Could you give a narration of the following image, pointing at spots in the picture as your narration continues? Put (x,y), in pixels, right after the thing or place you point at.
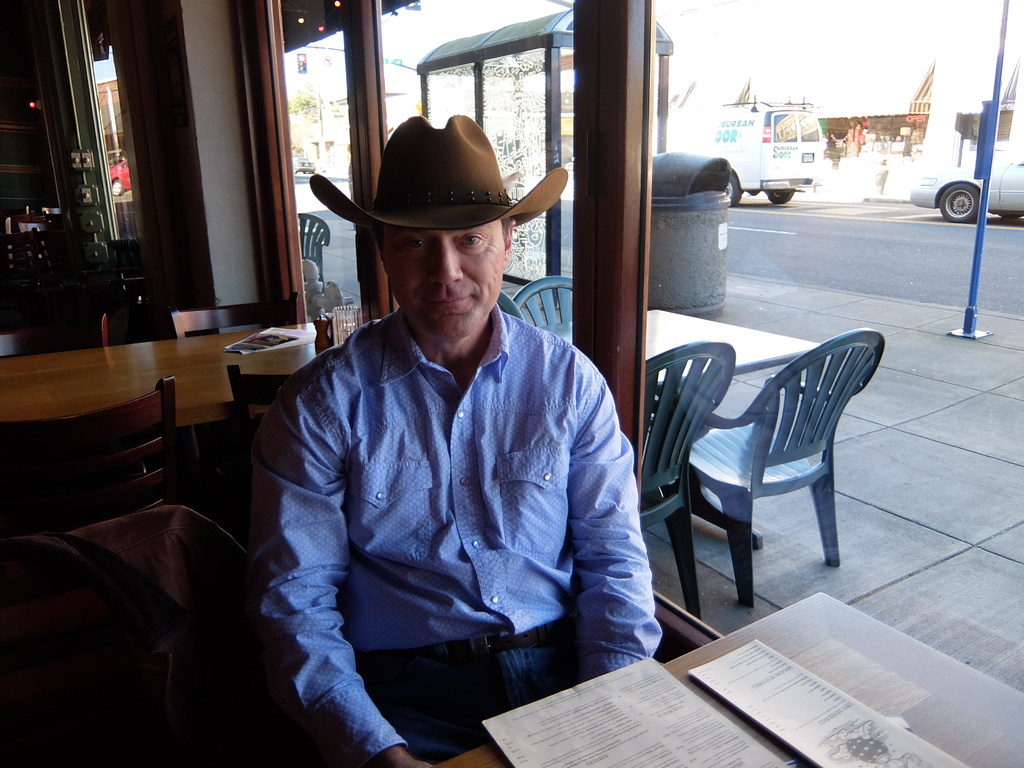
A man (441,466) with blue and jeans (498,662) is sitting on the chair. He is wearing a cap (454,193) on his head (459,193). In front of him there is a table (901,712) with papers (686,706) on it. Beside him there are some plastic chairs (797,408) on the footpath (912,350). We can also see dustbins (705,232). On the road (919,242) there are two vehicles (784,164). Behind him there is a table (173,365) and chairs (68,343).
